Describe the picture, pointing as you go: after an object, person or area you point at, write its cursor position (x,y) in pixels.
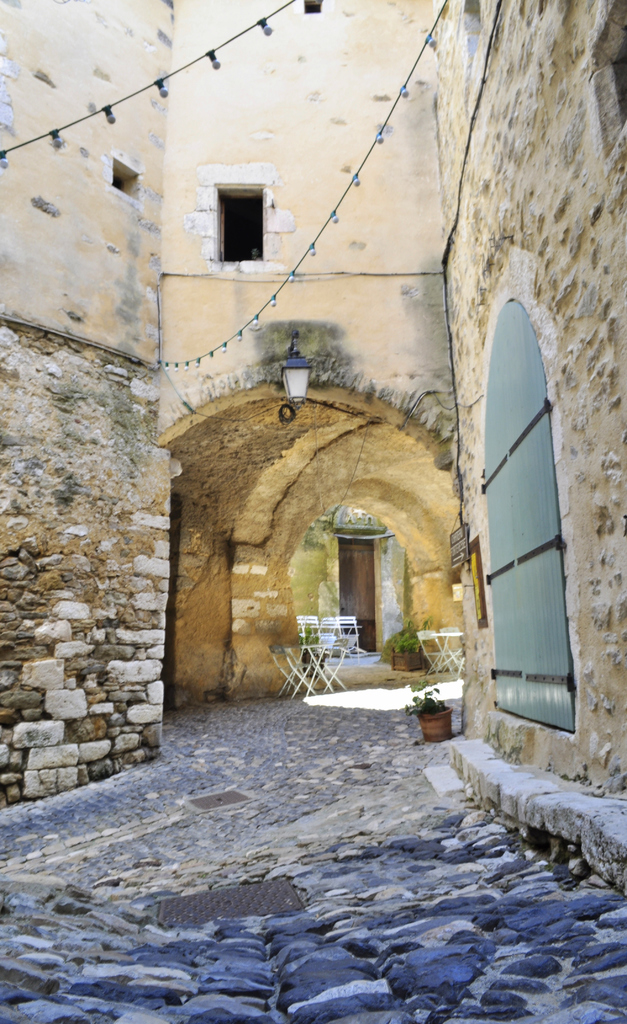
In this image we can see an arch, walls (142,239), electric lights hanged from the rope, street light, chairs (325,635) on the ground (344,822), stones (427,812), walls (277,569) build with cobblestones (540,67) and houseplant (444,721).
